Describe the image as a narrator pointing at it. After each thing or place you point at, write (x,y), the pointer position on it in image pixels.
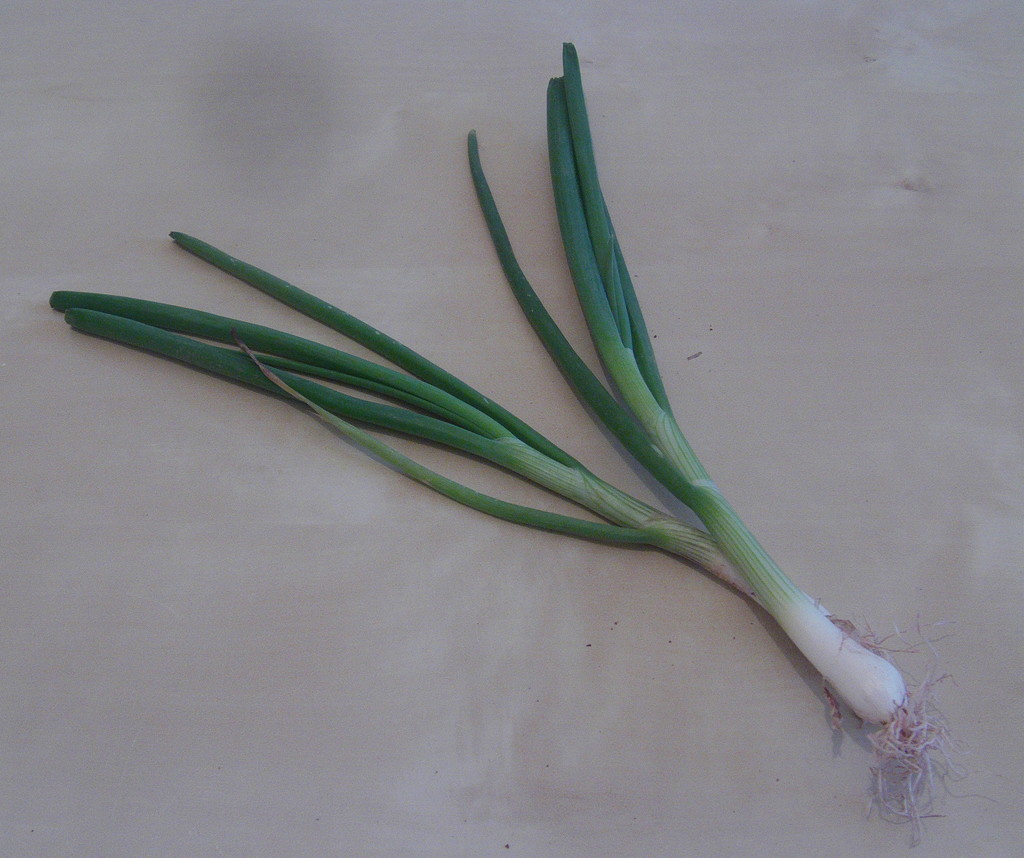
In this image we can see a green spring onion (823,662) on the white surface (426,95) looks like a floor (497,270).
